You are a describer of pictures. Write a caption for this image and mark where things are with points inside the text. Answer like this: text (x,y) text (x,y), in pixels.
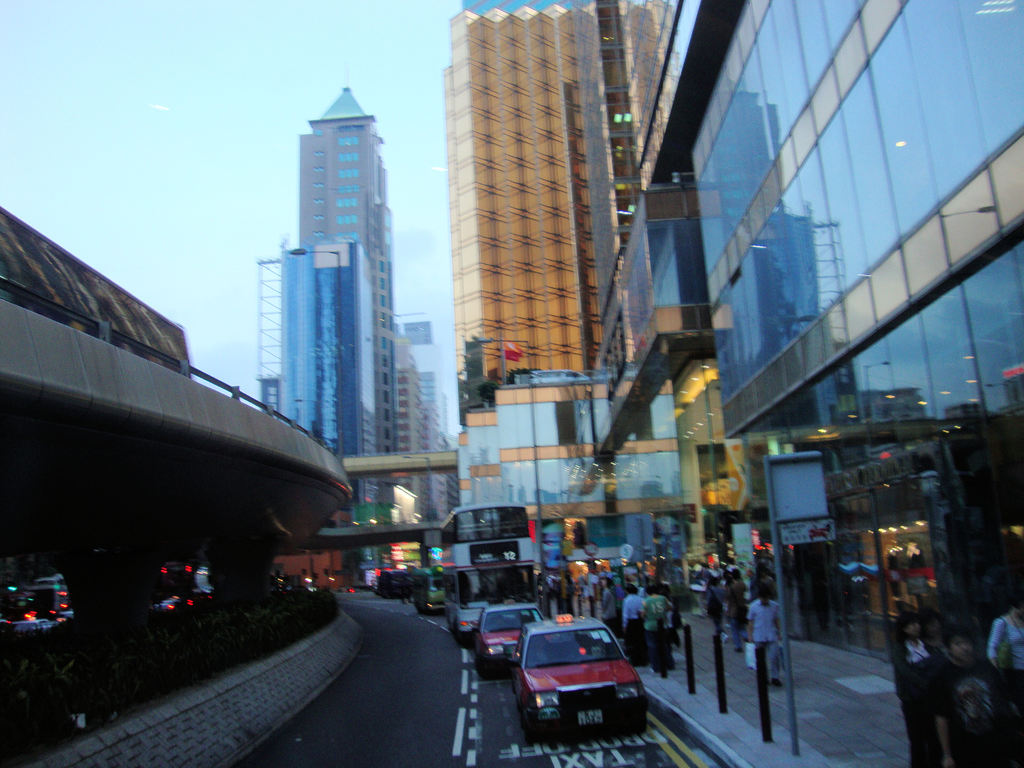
In this picture we can see vehicles (533,706) on the road (409,735), poles (690,675) and boards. There are people (631,607) and we can see buildings (350,400). In the background of the image (399,170) we can see the sky (75,95). On the left side of the image (204,411) we can see flyover (74,521) and plants (171,628).
